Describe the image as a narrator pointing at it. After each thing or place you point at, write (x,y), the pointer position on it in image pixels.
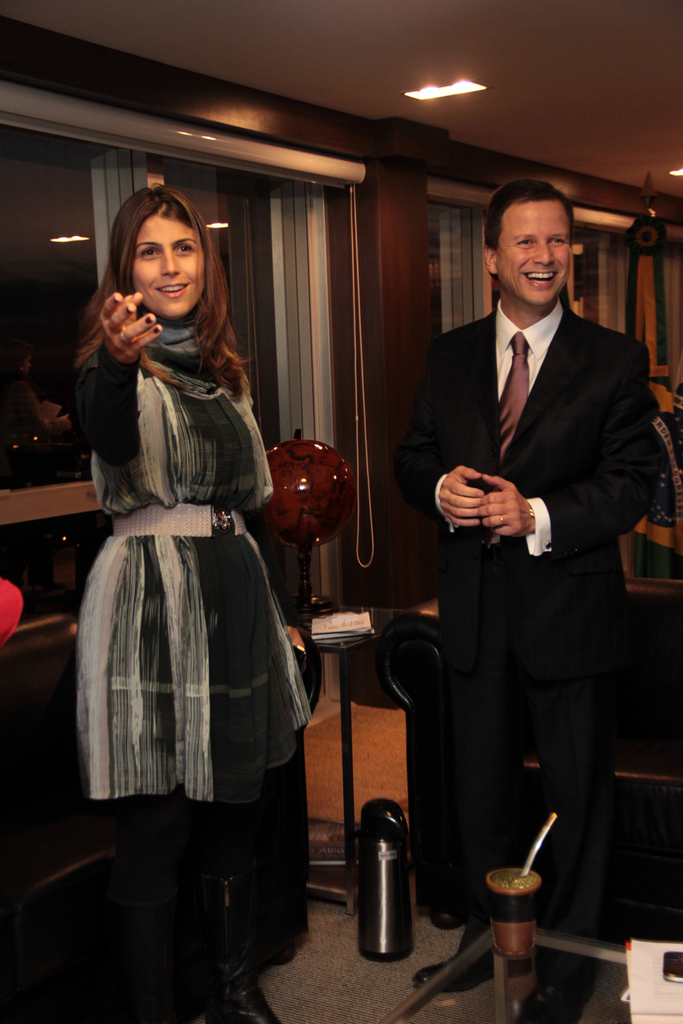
This is an inside view of a room (354,684). Here I can see a woman (147,432) and a man (546,635) standing on the floor (331,983) and smiling. In the bottom right (576,975) there is a small glass table (520,994) on which a glass (528,947) and some other objects (648,964) are placed. At the back of this woman (146,511) there is a table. At the back of this man (520,694) there is a couch (679,744). In the background (287,242) there are few curtains (284,234) to the wall (385,227). At the top of the image (440,91) there is a light (437,87) to the roof (393,28).
